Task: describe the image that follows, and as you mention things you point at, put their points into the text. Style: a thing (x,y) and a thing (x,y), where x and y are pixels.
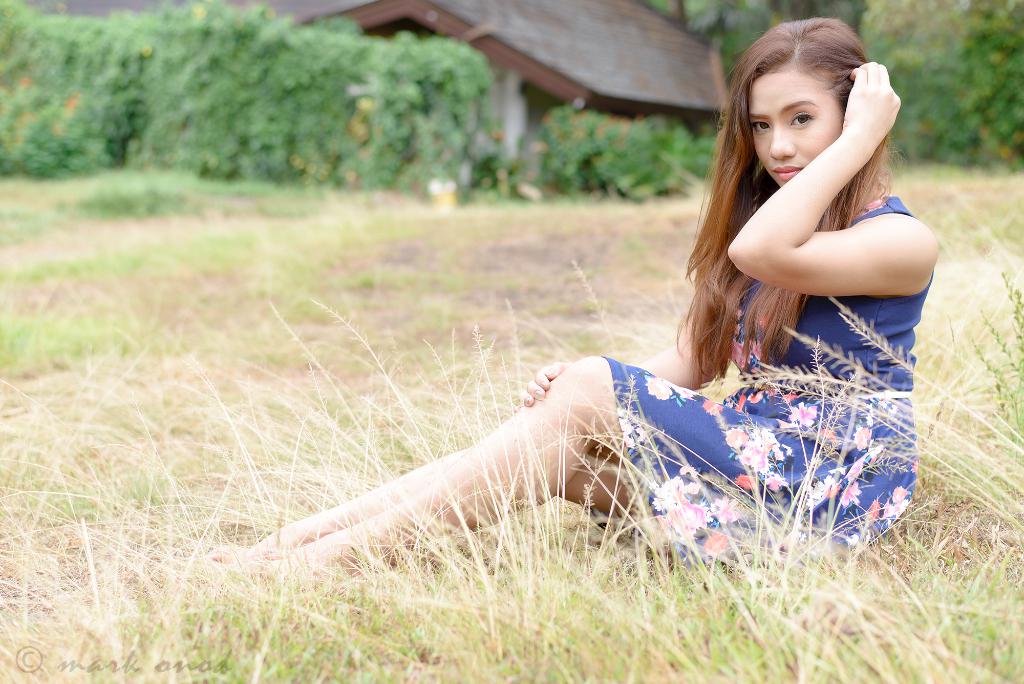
In this picture we can observe a woman (768,417) sitting on the ground (558,520). She is wearing blue color dress (693,412). We can observe some grass (189,534) on the ground (498,545). In the background (149,60) there are plants (644,125) and a house (624,87).
